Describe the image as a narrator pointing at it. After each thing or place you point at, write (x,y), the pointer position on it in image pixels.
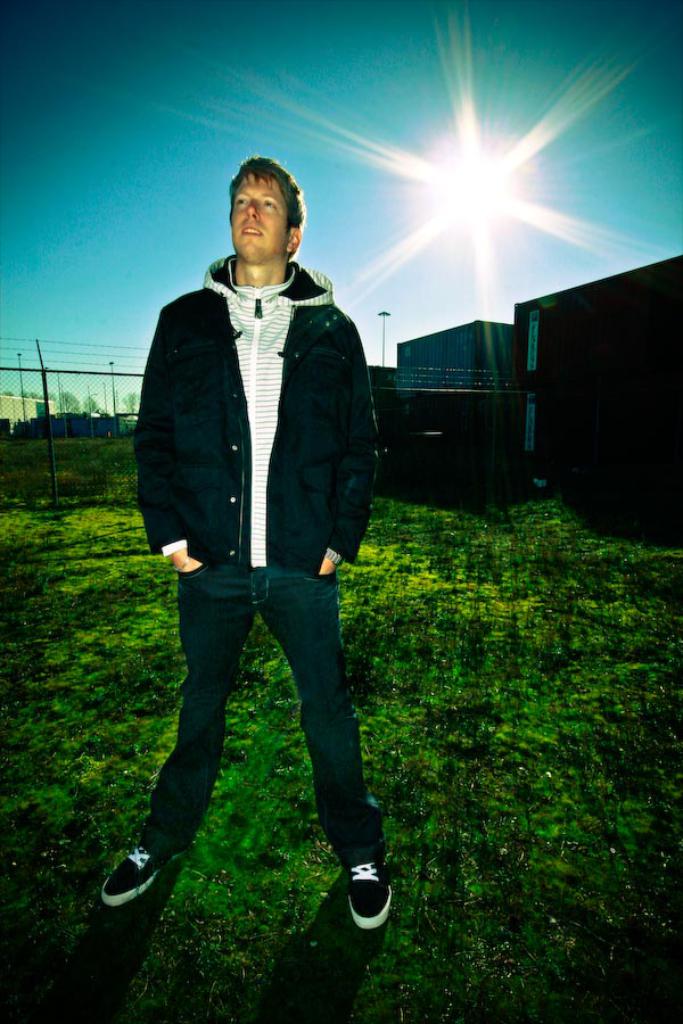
In this image we can see a man (358,367) standing and behind there are some objects (400,420) which looks like containers (492,425). We can see the grass (59,457) on the ground (677,564) and at the top (22,333) we can see the sky (404,138) and the sunlight (460,89).
